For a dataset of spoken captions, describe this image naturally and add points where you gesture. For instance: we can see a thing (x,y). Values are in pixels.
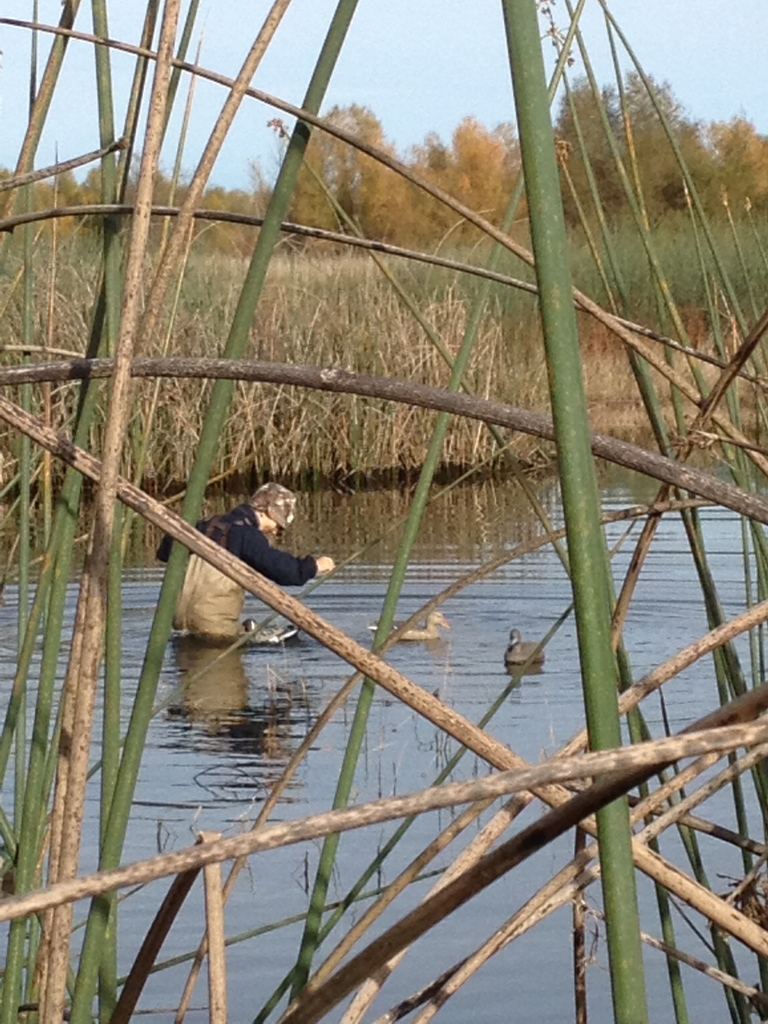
In this image we can see a person (201,603) standing in the water (190,653) and ducks (509,655) swimming in the water (256,611). In the background (319,313) there are grass (402,319), trees (418,202) and sky (579,77).
